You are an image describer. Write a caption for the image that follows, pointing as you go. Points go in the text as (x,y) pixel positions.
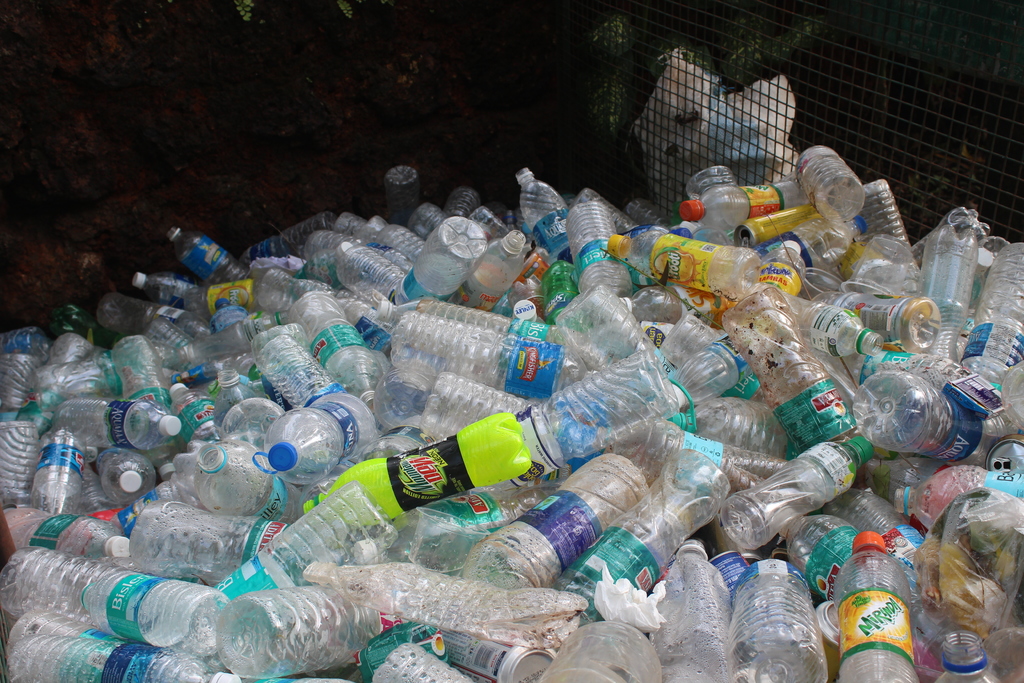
There is a heap of plastic bottles (336,456) in this picture.
